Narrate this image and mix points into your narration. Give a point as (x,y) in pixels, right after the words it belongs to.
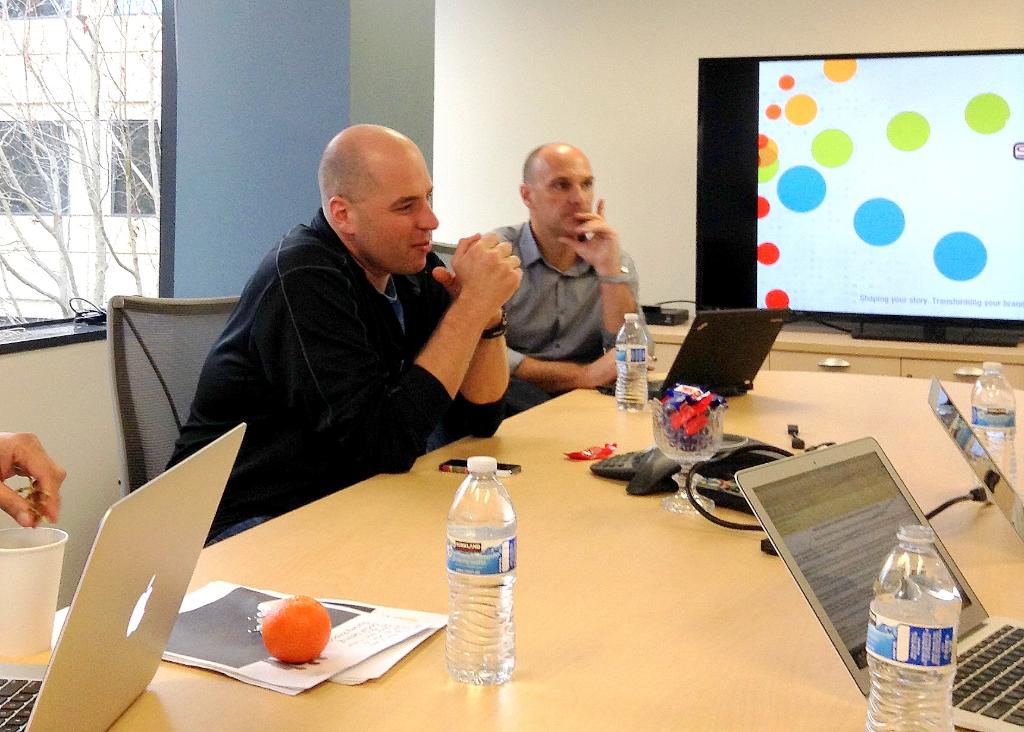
This picture is taken in a room (628,106) where there are two persons (462,298) sitting on a chair (172,329). On the table (848,404) there are four laptops (1018,500), water bottles (992,438), paper (412,624), and a fruit (294,624). In the background (903,179) there is a monitor (898,185). On the left side (330,360) the man (360,311) wearing a black colour shirt (346,353) is leaning on the table (494,437), and man (579,298) wearing a gray colour shirt (576,311) is also leaning on the table (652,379). On the left side (168,168) there is a window (116,217), outside the window (56,186) there is a dry tree (81,160) and building (73,73). At the bottom left (24,552) there is a glass (25,571) and hand (10,474) of the person (14,467).
